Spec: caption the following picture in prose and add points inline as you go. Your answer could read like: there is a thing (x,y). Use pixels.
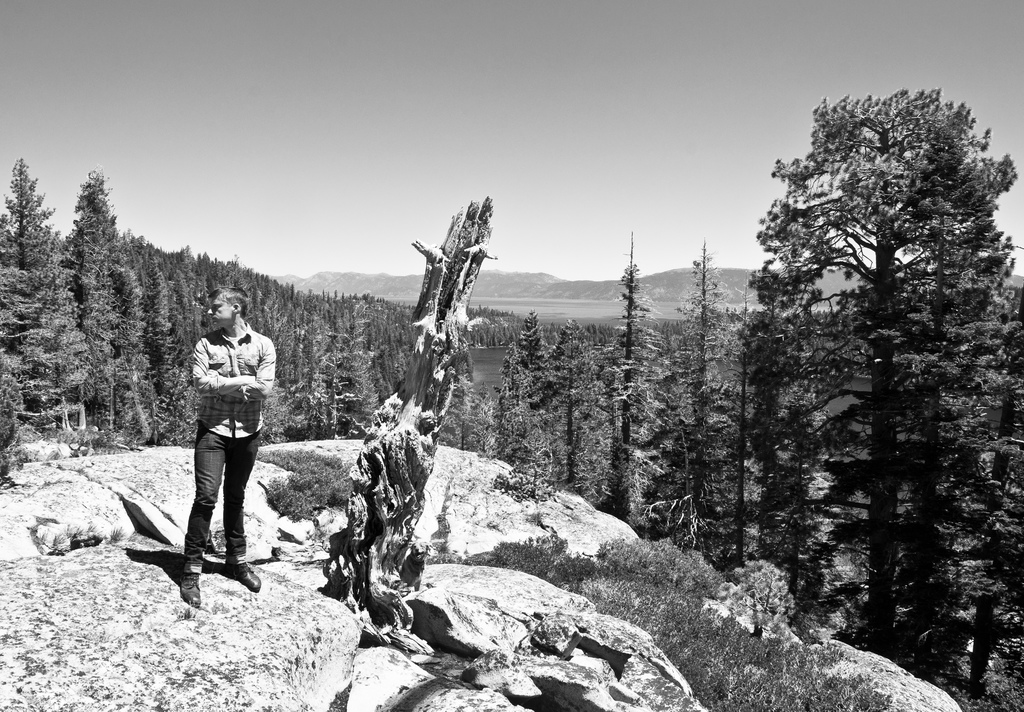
In this image I can see a person (245,352) standing on the rock (249,539). Back I can see few trees (448,310) and mountains (737,291). The image is in black and white.
